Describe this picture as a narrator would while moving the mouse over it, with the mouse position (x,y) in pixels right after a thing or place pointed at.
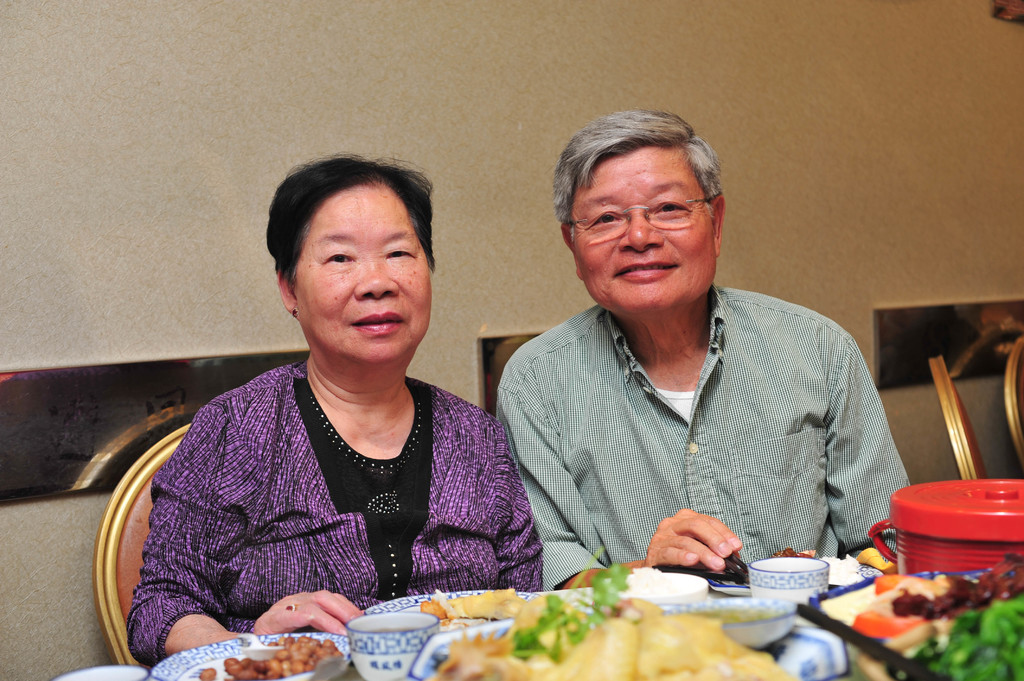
In this image, we can see an old woman (512,502) and man (554,505) are sitting and smiling. They are seeing. At the bottom (835,612), we can see so many plates (816,674), cups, things (537,608) and items (838,624). Background (431,132) there is a wall (441,120).
